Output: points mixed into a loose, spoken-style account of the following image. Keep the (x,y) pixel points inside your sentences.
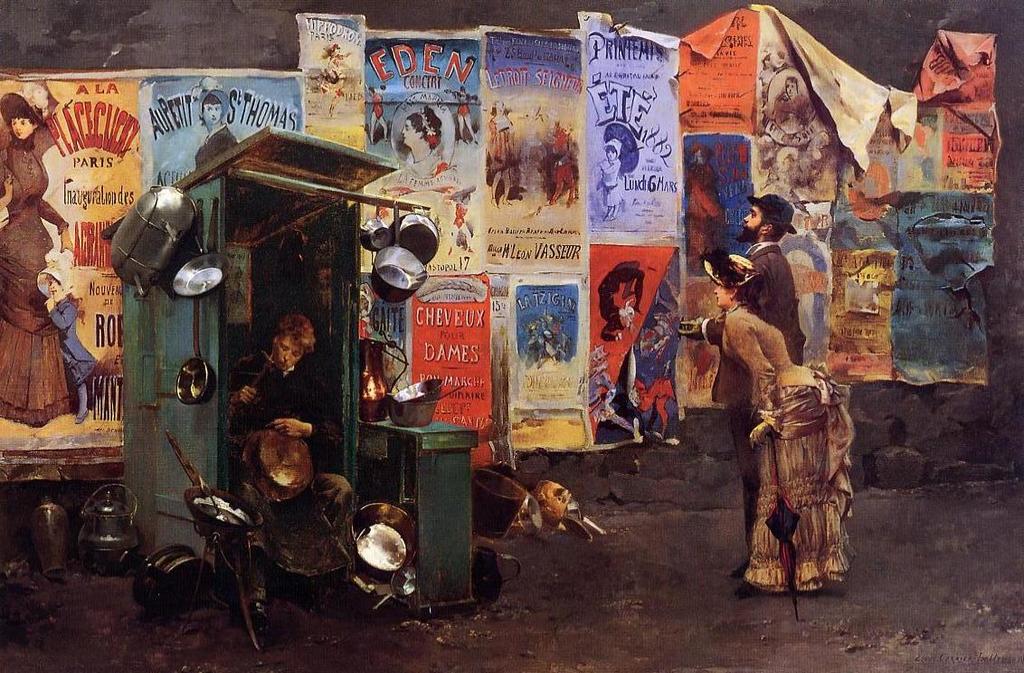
This is a painting and here we can see a man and a woman (762,390) on the right (744,375) and on the left (284,420), we can see a man (296,396) inside the shop (346,443) holding objects (284,441) in his hands (250,398) and we can see some utensils (410,413). In the background (316,74), there are posters (564,85) placed on the wall (742,202).
